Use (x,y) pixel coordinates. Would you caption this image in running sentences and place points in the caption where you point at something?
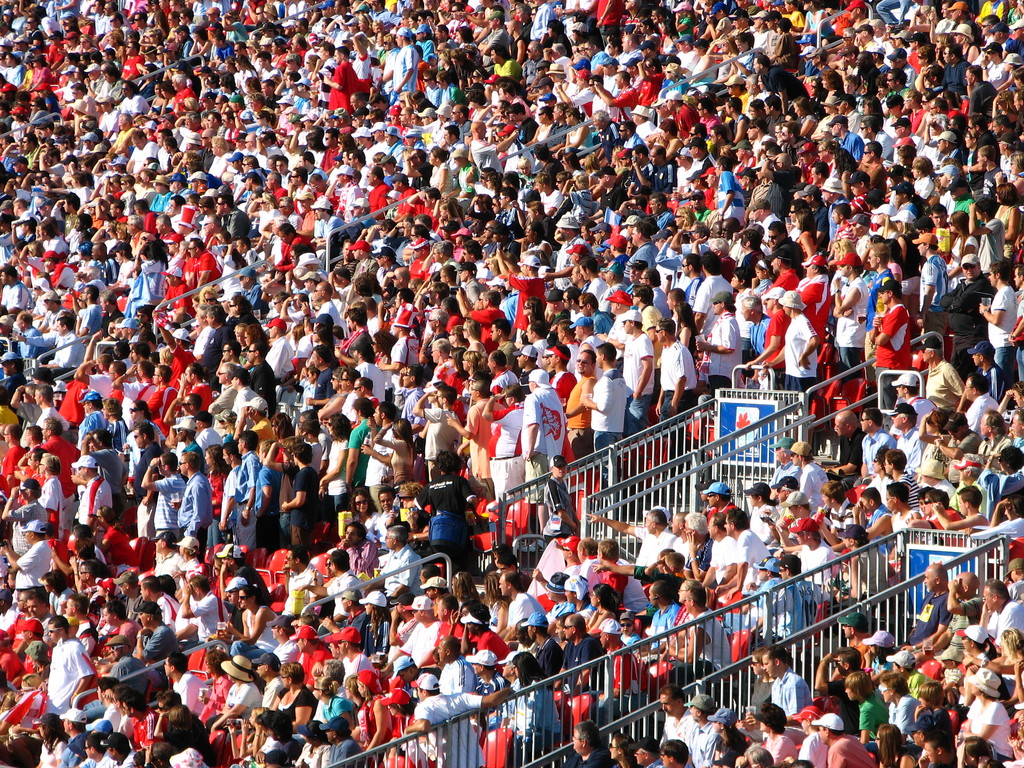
In this image there are few people (636,743) sitting and few (533,420) are standing, in the middle (677,424) there is a railing (662,423).
